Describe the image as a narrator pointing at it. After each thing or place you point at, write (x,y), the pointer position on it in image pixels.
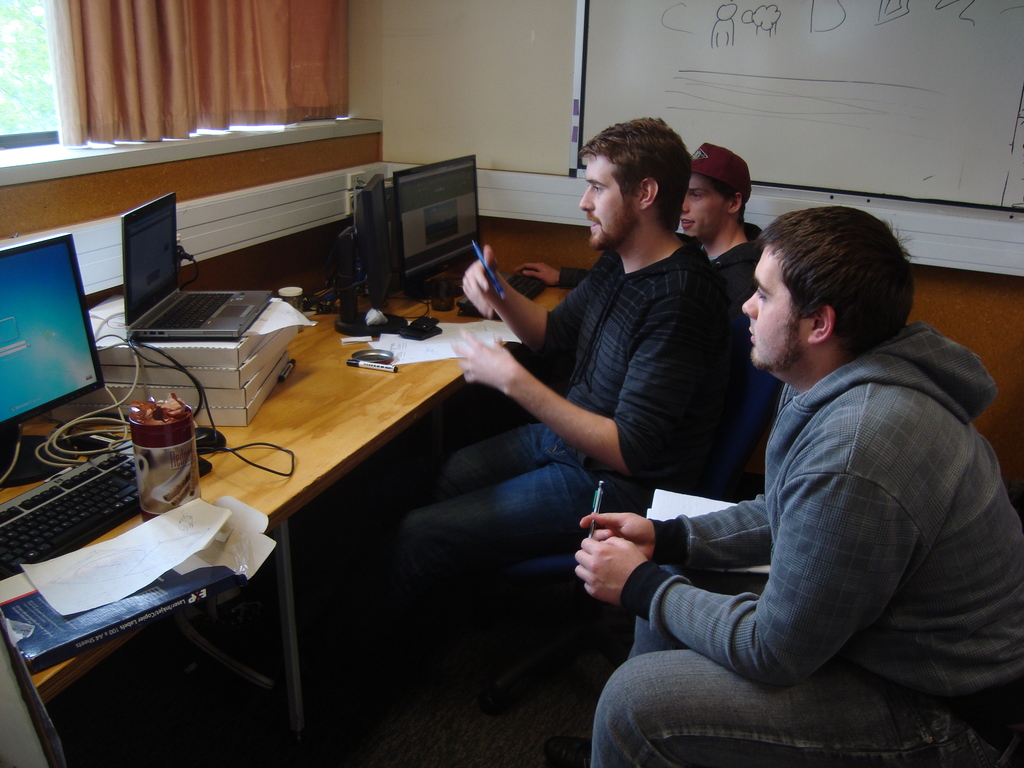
In this picture we can see three persons (788,727) are sitting on the chairs (585,597). This is table (373,429). On the table (403,397) there are monitors (13,351), keyboard (78,490), and mouse (200,429). This is laptop (204,300). On the background (432,82) there is a wall (523,69) and this is curtain (264,60).
